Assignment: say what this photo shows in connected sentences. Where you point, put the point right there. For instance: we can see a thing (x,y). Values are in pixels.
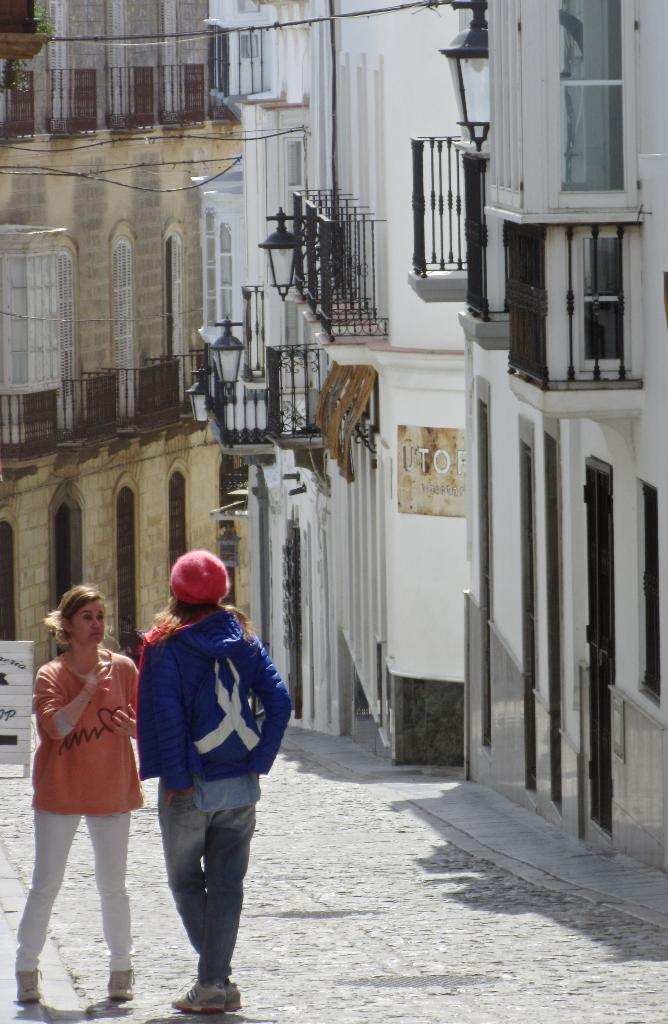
In this picture there are two women (165,784) who are standing on the street (290,919). On the right (538,774) I can see the buildings (404,531). On the left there is a wooden board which is kept on the road (254,875).
